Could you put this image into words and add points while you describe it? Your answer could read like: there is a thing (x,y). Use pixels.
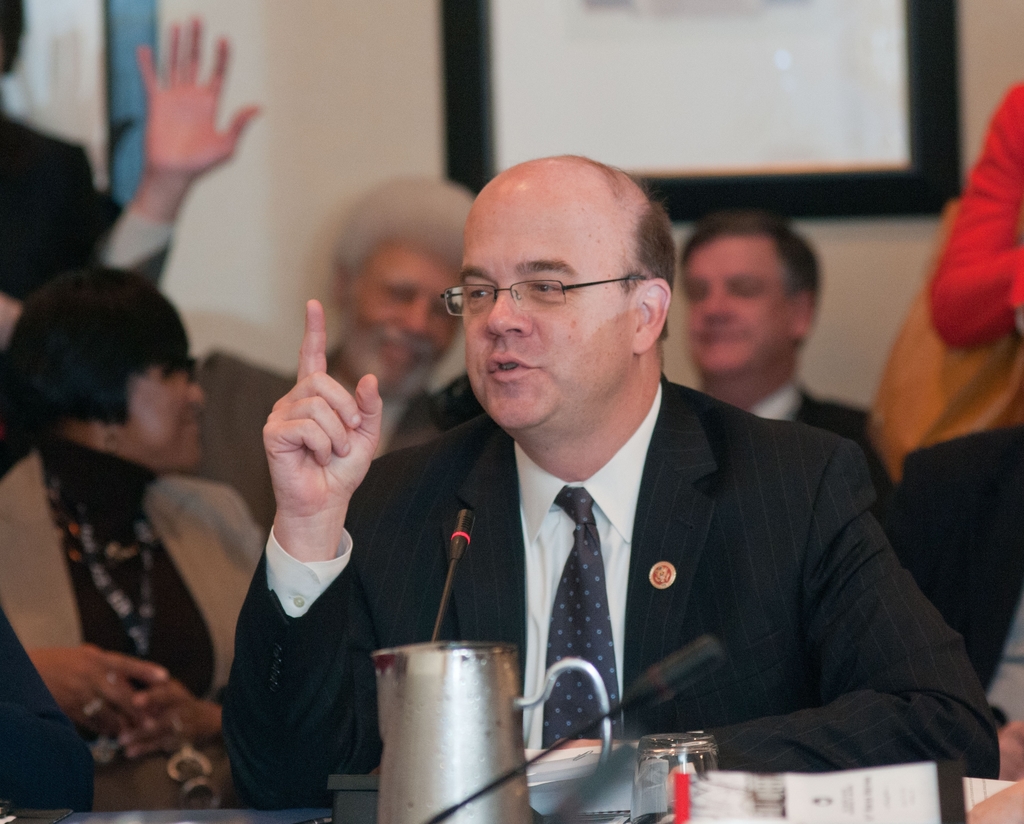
In this image there is a person (660,514) sitting. Before him there is a table (675,814) having a jar (492,722), mikes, papers (752,806) and few objects (646,806). Behind him there are people (130,391). A frame (863,104) is attached to the wall (322,153).
